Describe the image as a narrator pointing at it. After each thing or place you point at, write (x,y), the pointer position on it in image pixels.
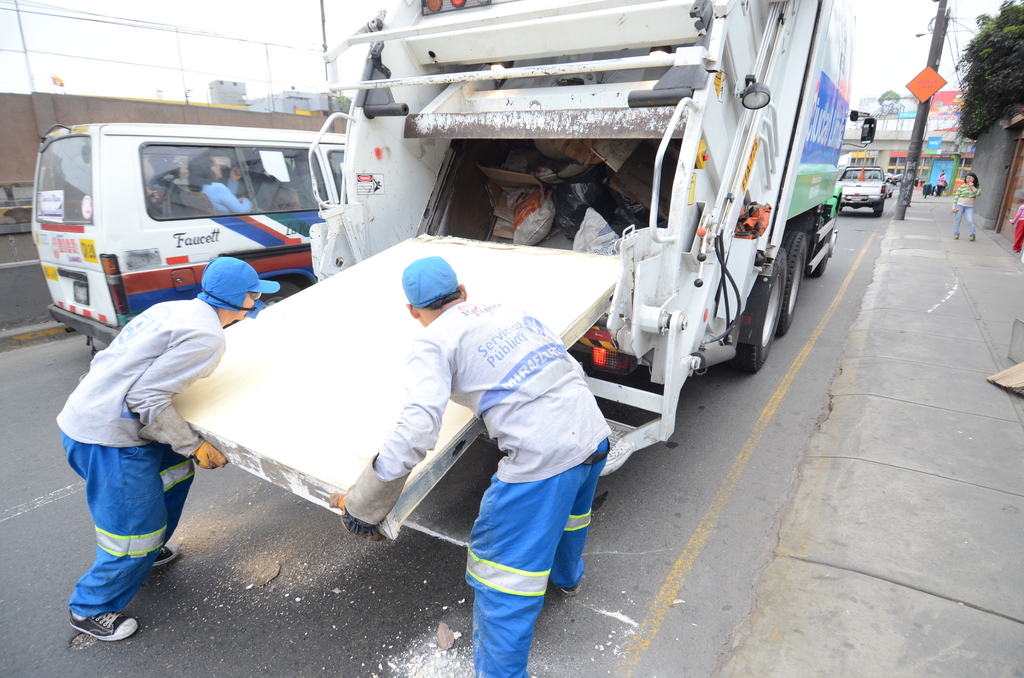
In this image we can see vehicles (685,133) on the road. And there is a vehicle (493,220) with packets (555,219) inside. And there are two persons (209,342) wearing caps (273,286) and gloves (348,526). They are holding an object (394,408). Also there is another vehicle (141,206) with people (209,165). On the right side (877,360) there is a sidewalk (900,333) with a pole (921,142). And there is a wall (1004,136). Also there is a tree (981,80). In the background (870,151) there is building (887,158). Also there is sky (283,18).
